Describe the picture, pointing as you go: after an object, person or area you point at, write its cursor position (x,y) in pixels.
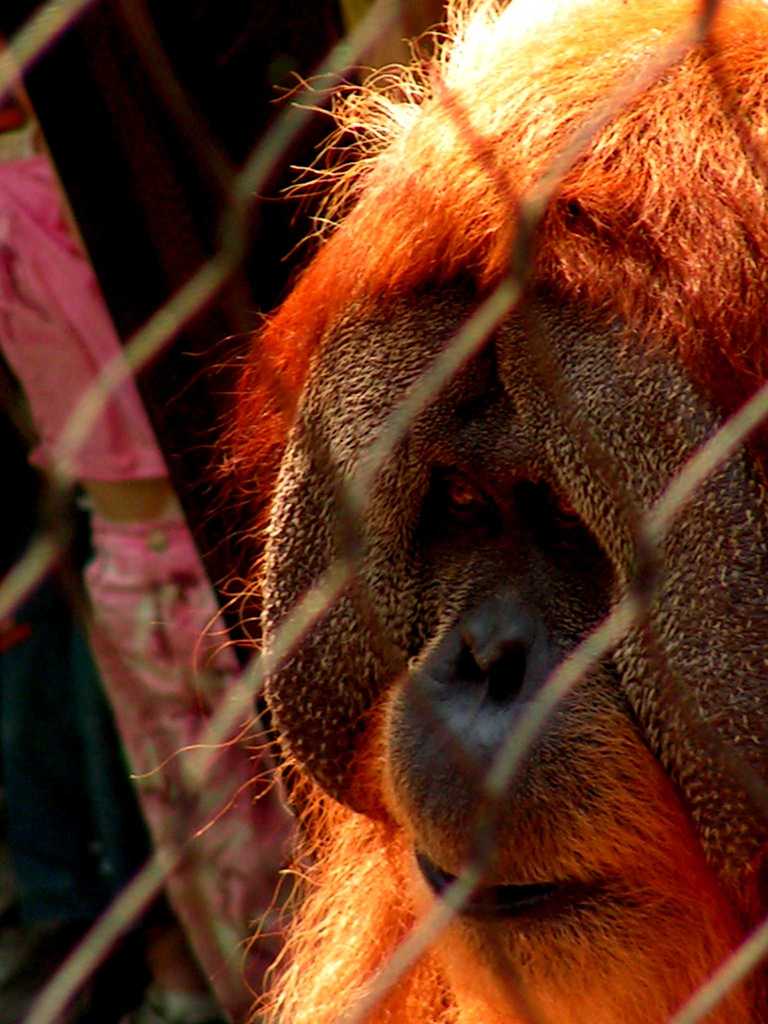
This is an orangutan (284,521), this is iron fencing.
